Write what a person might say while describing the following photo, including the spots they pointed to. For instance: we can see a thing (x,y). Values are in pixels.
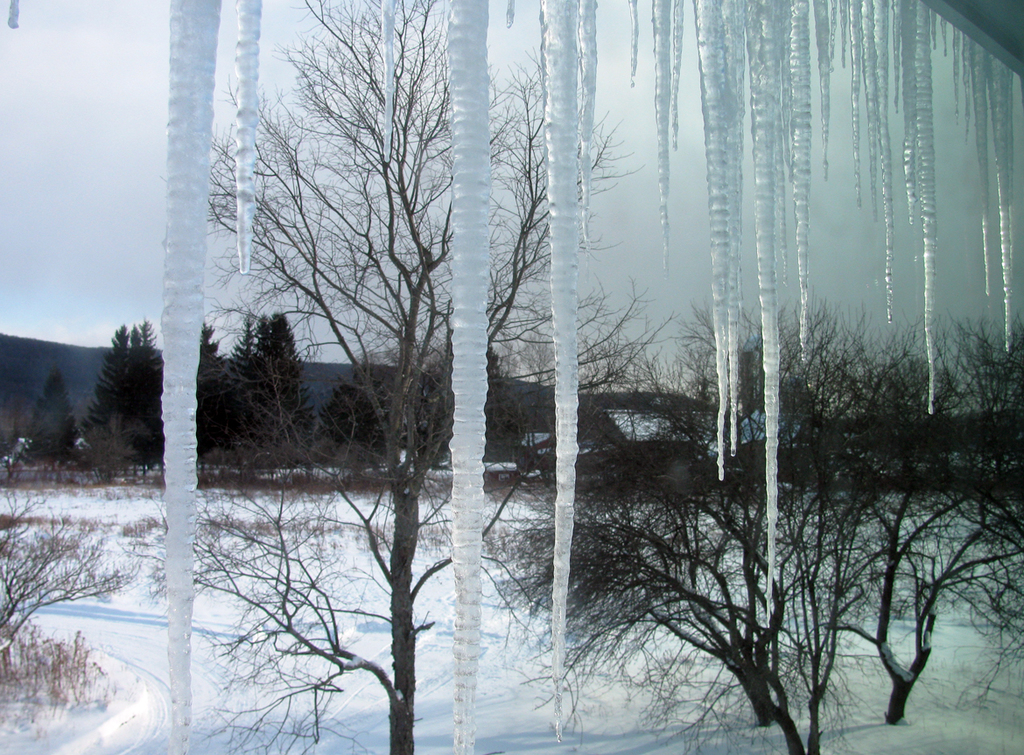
It is image in the center (419,358) there is icicles (198,244) and there are trees (527,552). On the ground (855,681) there is snow (892,679). In the background (264,408) there are trees (136,408).
